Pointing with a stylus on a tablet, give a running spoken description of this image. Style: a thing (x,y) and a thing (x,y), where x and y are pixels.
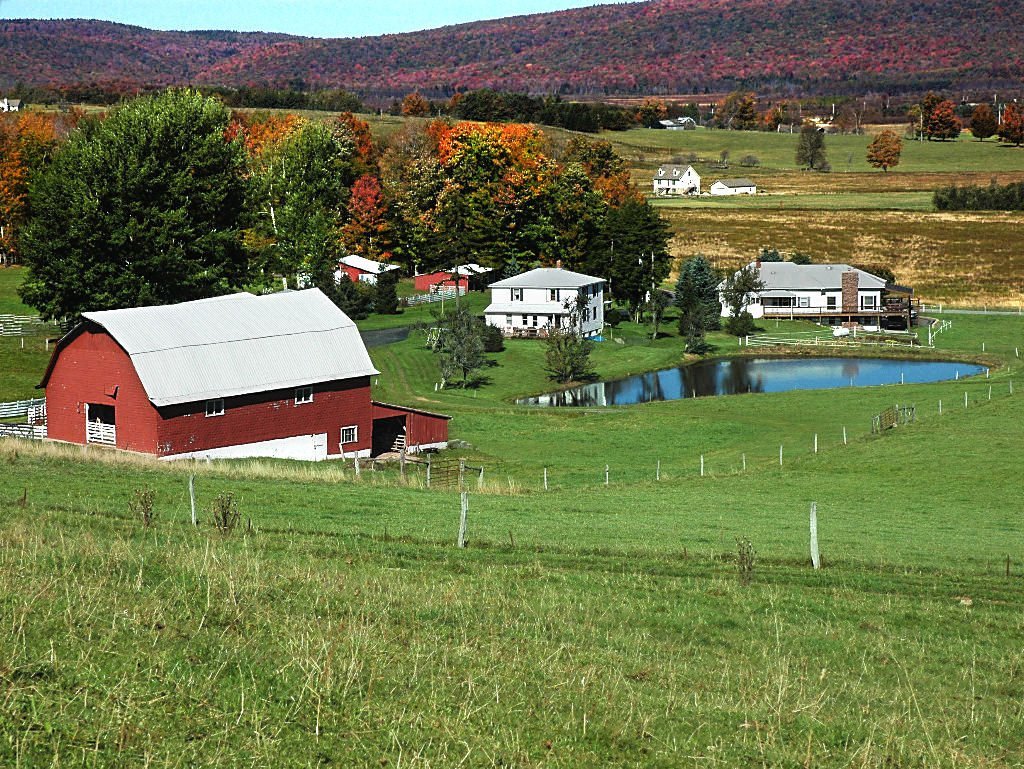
In this image I can see houses (164,335) and a pole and in the middle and I can see trees (431,204) at the top (533,94) I can see the sky (301,32) and the hill (683,68), at bottom (654,638) I can see grass (369,602).
